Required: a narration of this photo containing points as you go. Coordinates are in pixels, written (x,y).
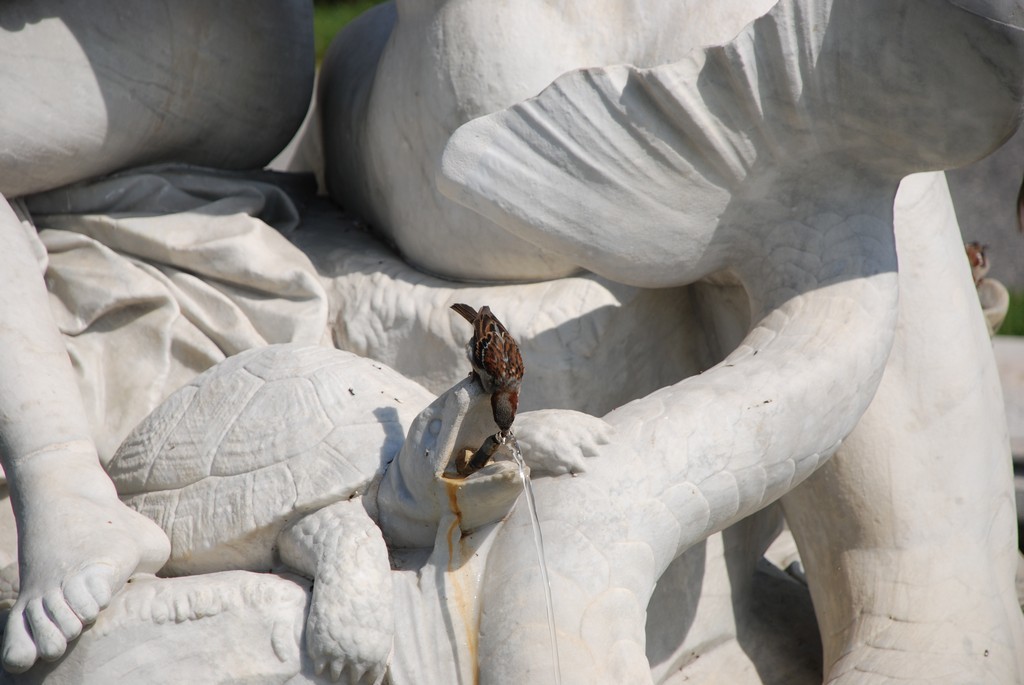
There is a sculpture (188,309) of a tortoise (246,400), fish tail (634,419) and a person leg (154,138). On the tortoise (444,426) there is a bird (482,383) drinking water (504,439).
